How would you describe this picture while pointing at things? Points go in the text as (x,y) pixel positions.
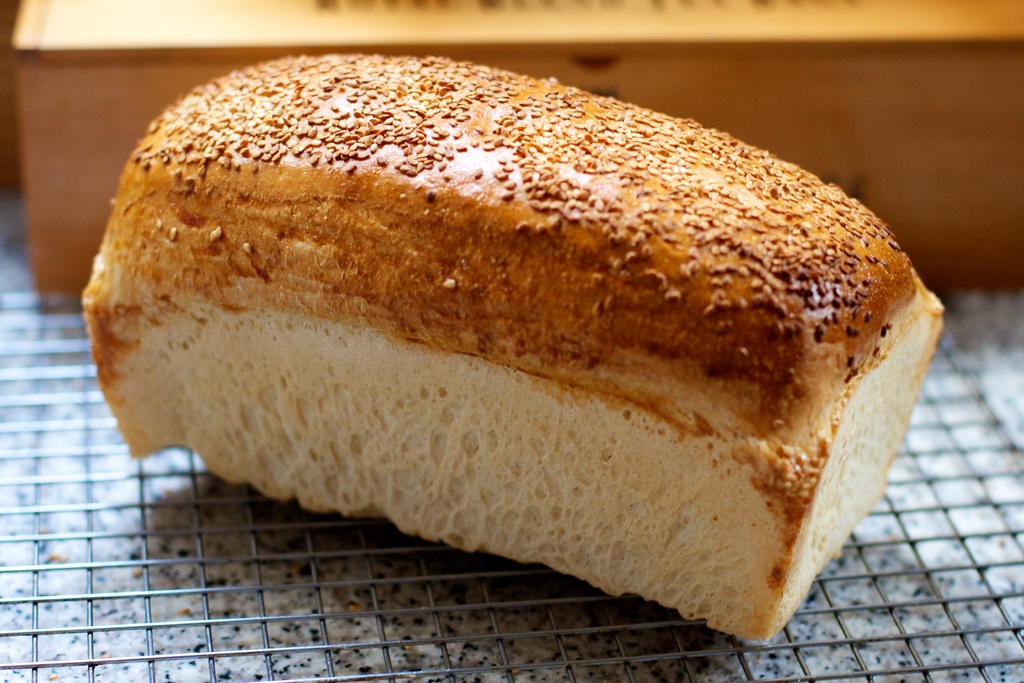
In this image I can see an iron thing (825,666) and on it I can see a bun (184,349). I can see the colour of the bun (514,296) is white and brown and in the background (840,160) I can see a brown colour thing (753,14). I can also see this image is little bit blurry.
